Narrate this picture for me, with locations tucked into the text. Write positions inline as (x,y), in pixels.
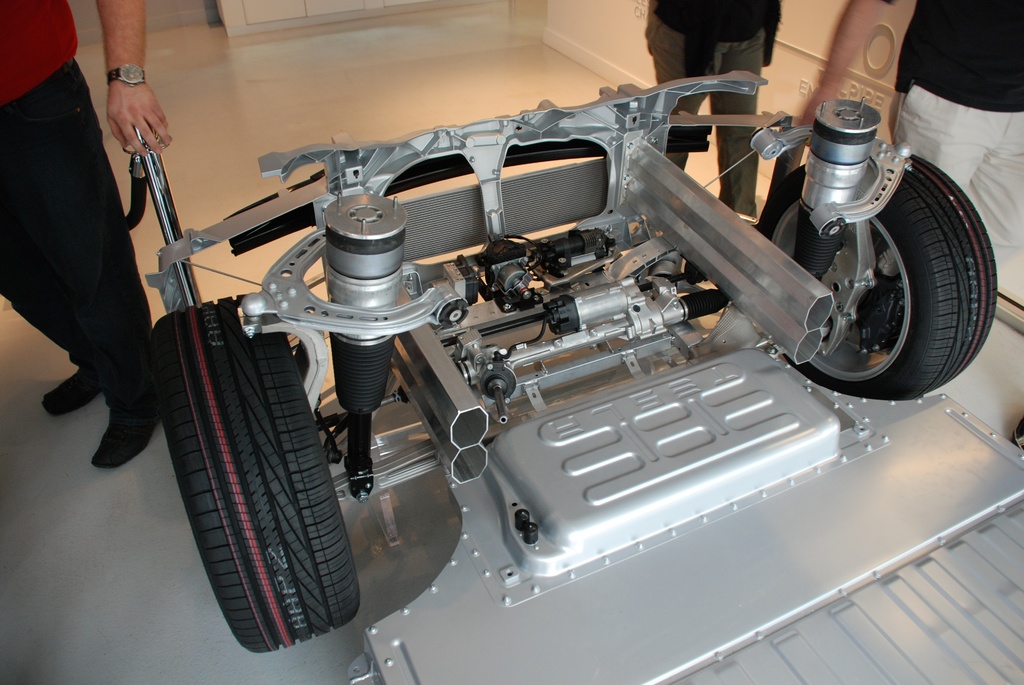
In this image we can see some parts (397,393) of a car (376,380). We can also see three people (133,242) standing on the floor (305,125) at back (129,289) side.
